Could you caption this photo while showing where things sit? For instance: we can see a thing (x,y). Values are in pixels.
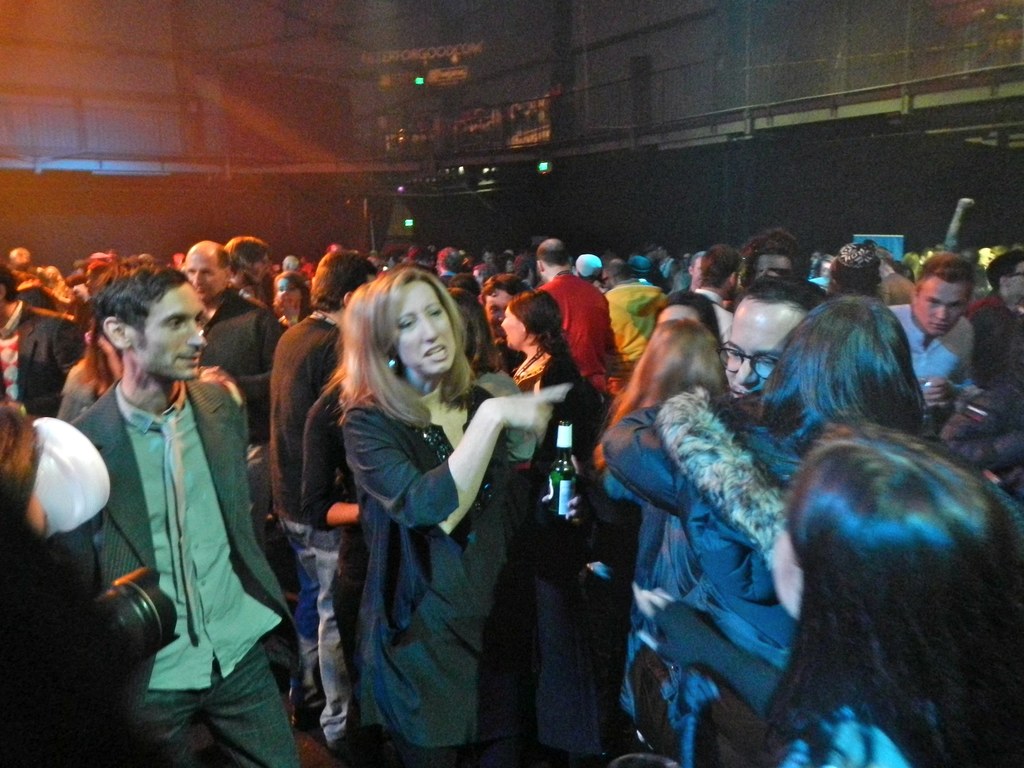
In this image I can see a crowd (306,465) on the floor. In the background (907,101) I can see a building (326,89) and fence (729,122). This image is taken during night.
